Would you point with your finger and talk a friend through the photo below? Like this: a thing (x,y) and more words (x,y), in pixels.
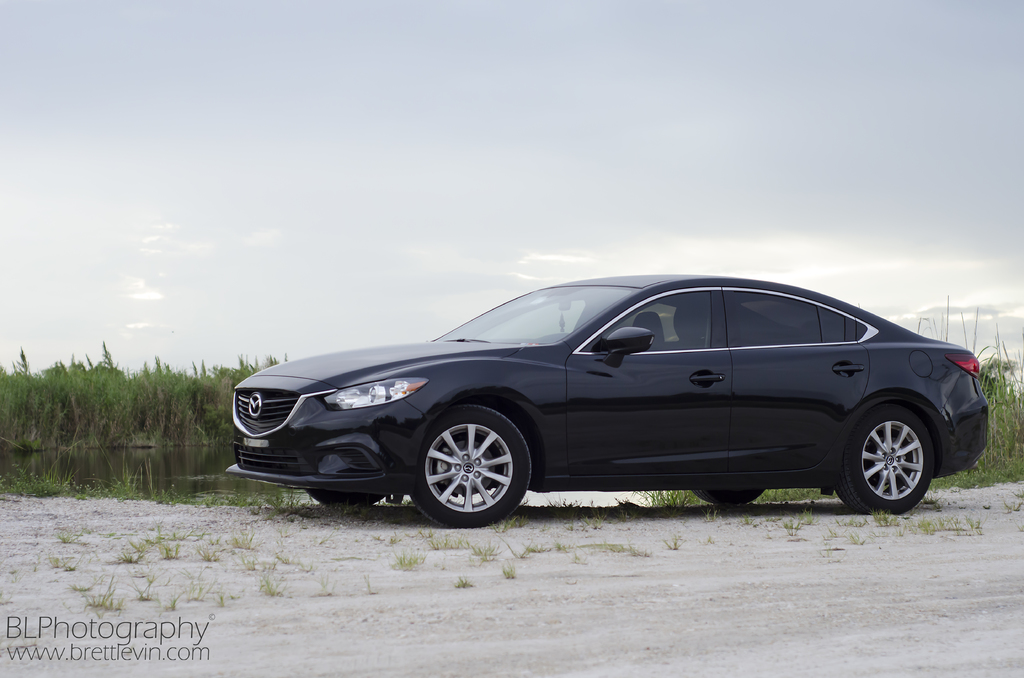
In this image I can see a car (661,438) which is black in color on the ground (544,540). In the background (220,493) I can see the water (187,487), few plants (1005,415), some grass (1017,405) and the sky (447,133).
